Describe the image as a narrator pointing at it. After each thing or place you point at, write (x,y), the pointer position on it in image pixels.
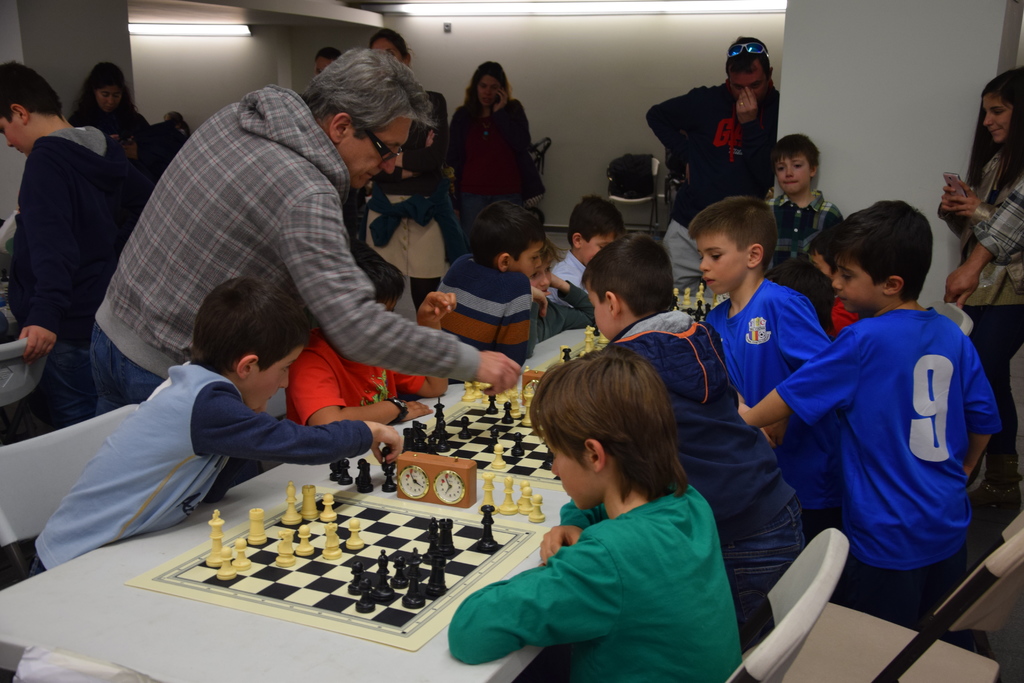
In the picture there are kids (654,538) playing chess, this seems to be a chess competition and at background (732,150) and sides many adults (219,212) are watching them.
